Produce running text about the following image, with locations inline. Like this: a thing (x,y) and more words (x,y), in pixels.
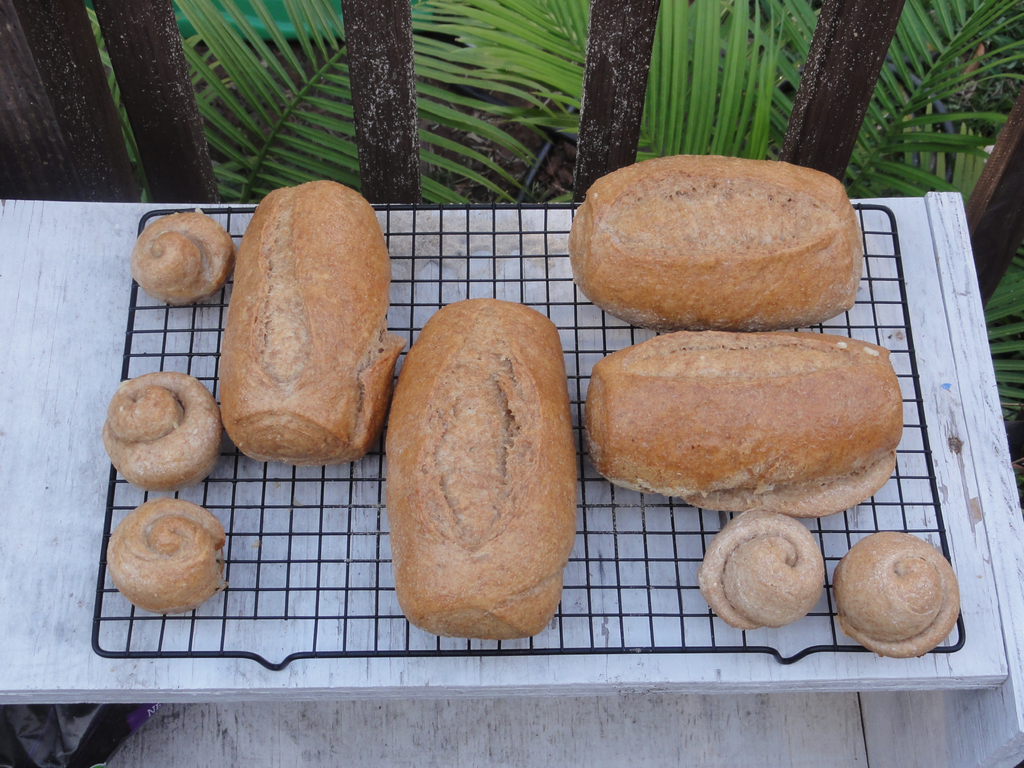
This picture seems to be clicked outside. In the foreground (950,689) we can see a wooden object (34,286) which seems to be the table (942,673) on the top of which a black color metal object (353,561) containing the food items (490,419) is placed. In background (726,82) we can see the green leaves (719,76) and some other objects (411,94).
